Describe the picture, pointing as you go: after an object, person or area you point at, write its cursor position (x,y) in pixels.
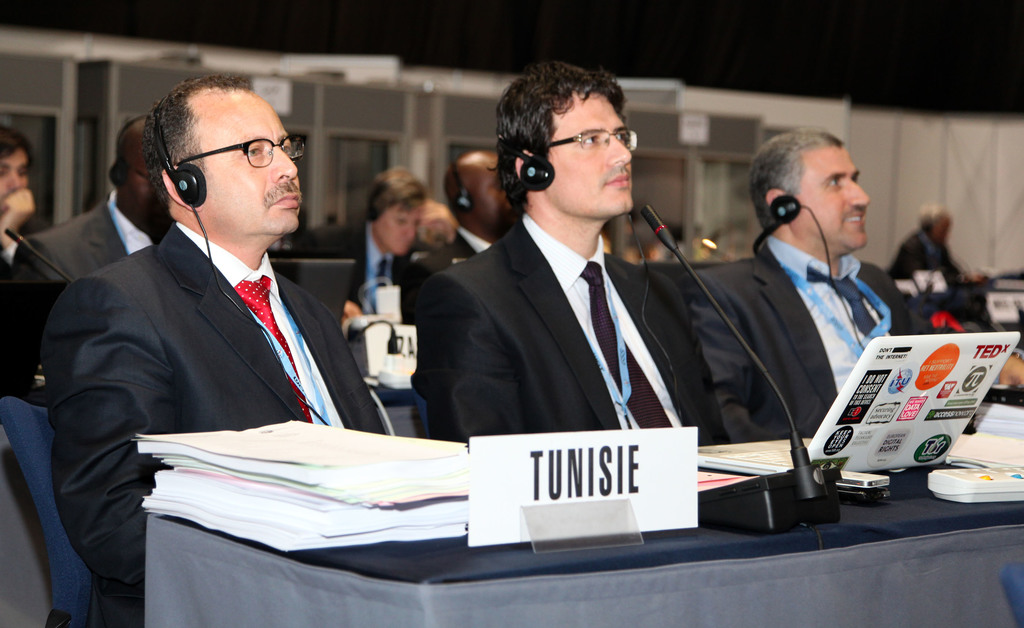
In this image we can see three men (889,272) are sitting. They are wearing suits (460,358) and headsets (778,209). In front of them table (260,552) is there. On the table (869,555), we can see papers (345,482), name board (603,477), mic (775,512), laptop (926,398), mobile (861,484) and switchboard (989,479). We can see people (407,227) are sitting by wearing suits (942,256) in the background (355,237).
